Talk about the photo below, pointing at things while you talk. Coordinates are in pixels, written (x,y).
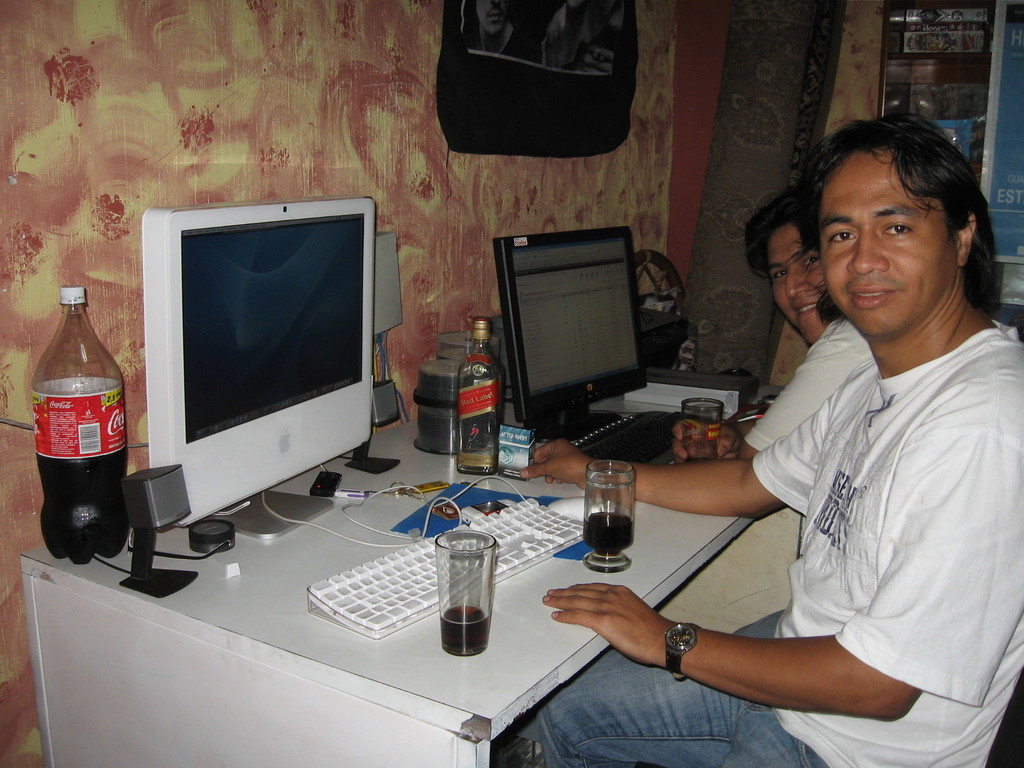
This image is taken inside a room (862,346). There are two men (839,508) in this room (982,76). In the middle of the image (382,496) there is a table (277,741) and on top of that there is a monitor (257,430), speaker box (133,491), keyboard (385,583), glass (456,574) with wine (456,624) in it, cool drink bottle (61,332), wine bottle (458,445) were there on it. At the background (316,188) there is a wall (404,171).
